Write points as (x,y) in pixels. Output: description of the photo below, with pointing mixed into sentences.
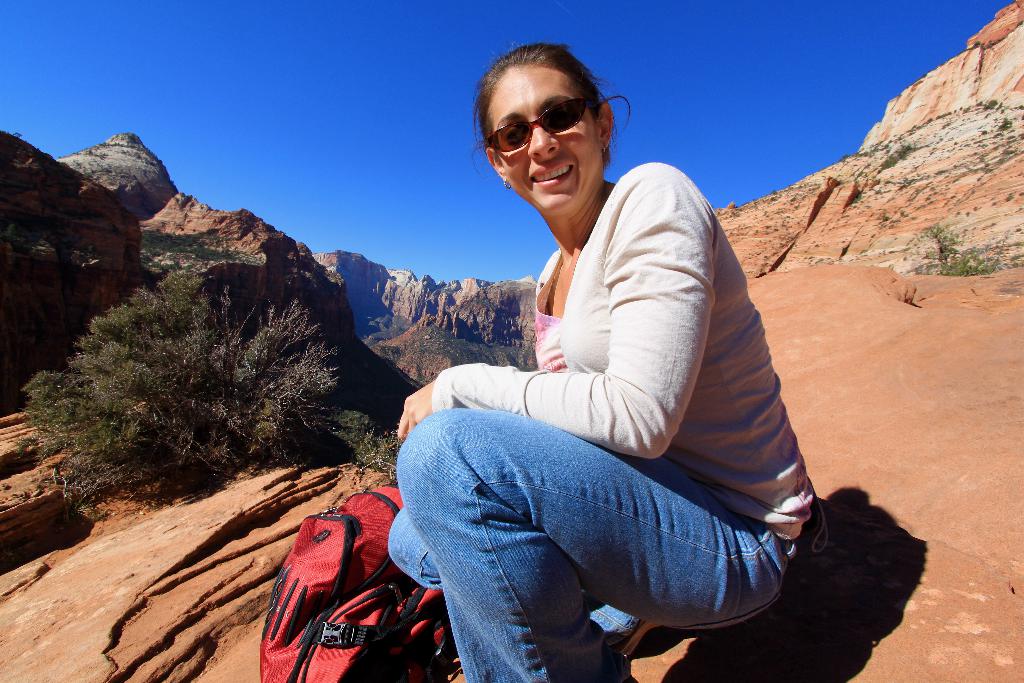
In this picture I can see a woman (569,194) sitting and smiling, there is a bag (292,577), there are trees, hills (414,320), and in the background (429,148) there is sky (732,77).
